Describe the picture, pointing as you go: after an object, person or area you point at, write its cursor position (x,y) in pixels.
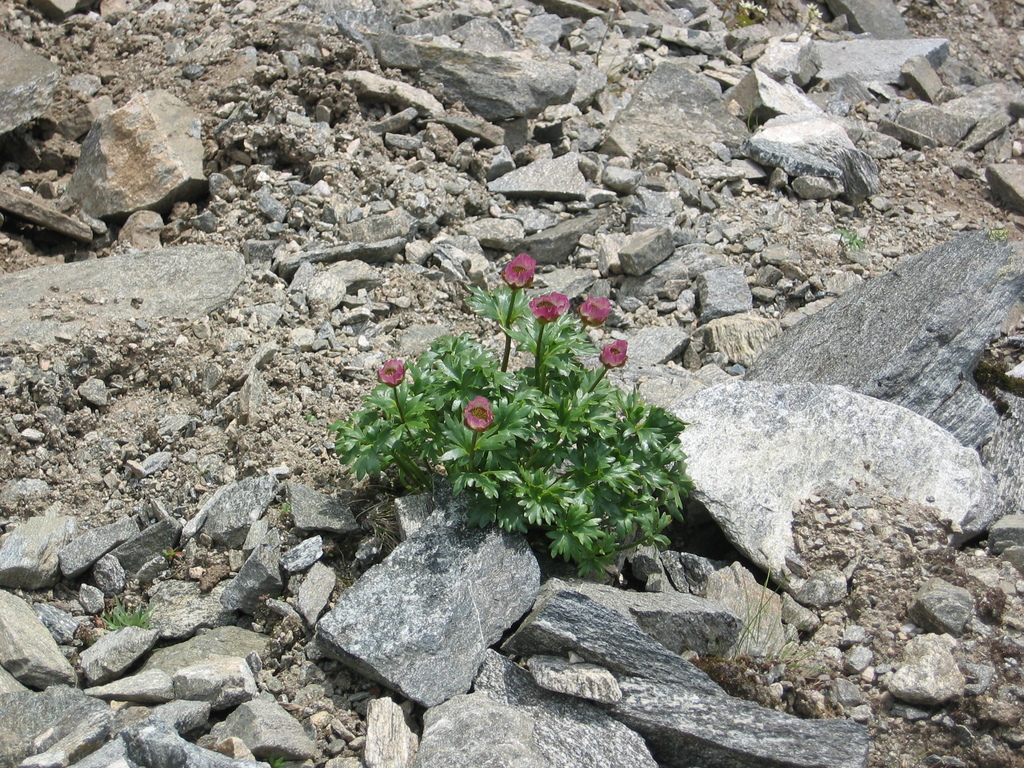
In this image in the middle (495,428), there are plants (530,433) and flowers (481,412). In the background (492,336) there are stones (672,218) and land (972,210).
